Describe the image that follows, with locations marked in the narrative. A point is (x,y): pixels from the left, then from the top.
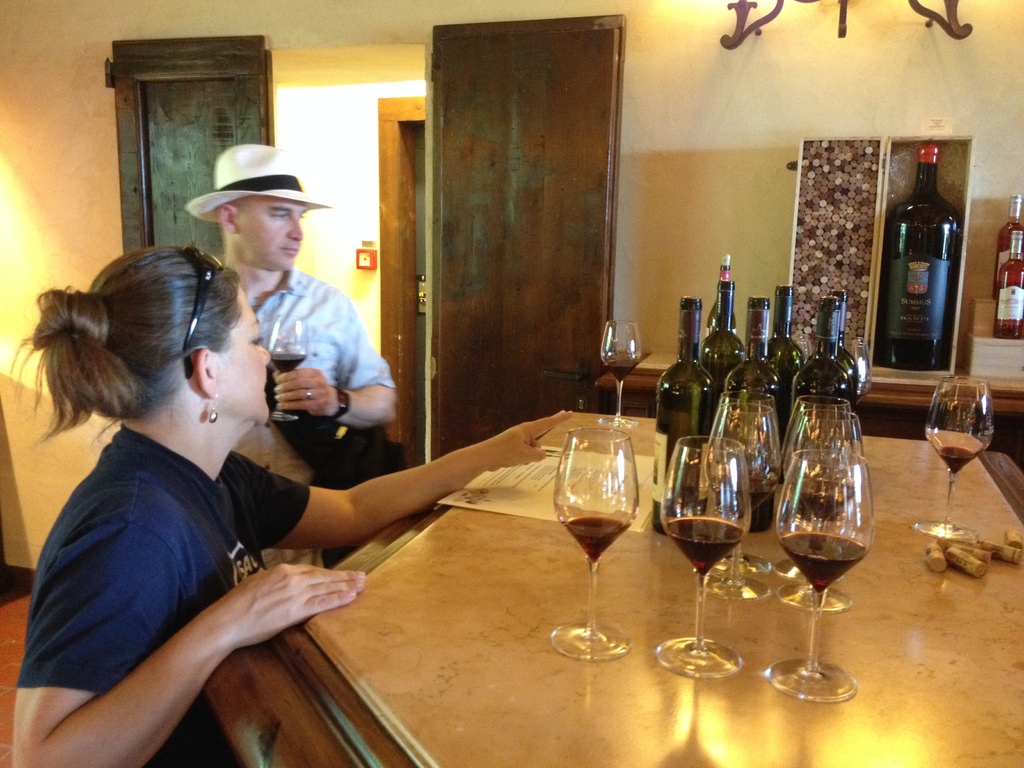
Here in the image on the left side (334,330) we can see two persons (175,558), man (336,349) he is holding one wine glass (298,329) and he is wearing hat (243,188). And in front of woman (232,532) there is a table (510,750), on the table (880,464) they were wine glasses (686,500) and wine bottles (692,367). And coming to background (679,100) there is a door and wall (778,91).
